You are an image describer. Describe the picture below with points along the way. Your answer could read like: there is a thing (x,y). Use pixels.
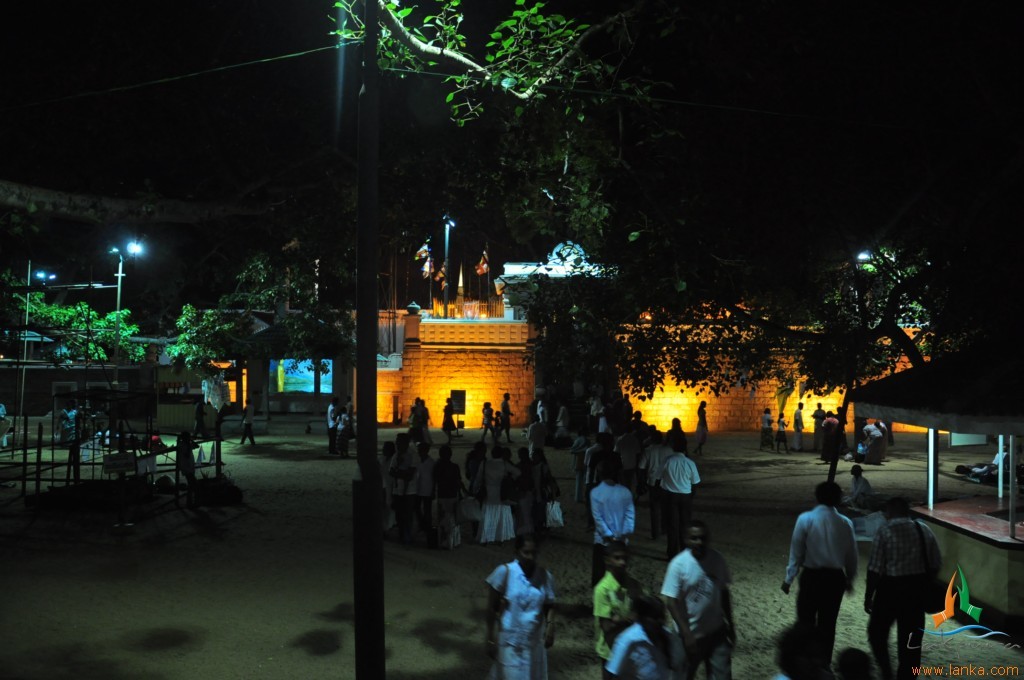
This image consists of many persons (627,575) walking on the road (442,611). At the bottom (262,659), there is a road (565,480). In the background (711,384), we can see a building (324,395). On the right (711,364), there is a tree (803,389). In the middle (363,364), we can see a pole (376,259). On the left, we can see the street lights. At the top (268,122), there is sky (231,105).
